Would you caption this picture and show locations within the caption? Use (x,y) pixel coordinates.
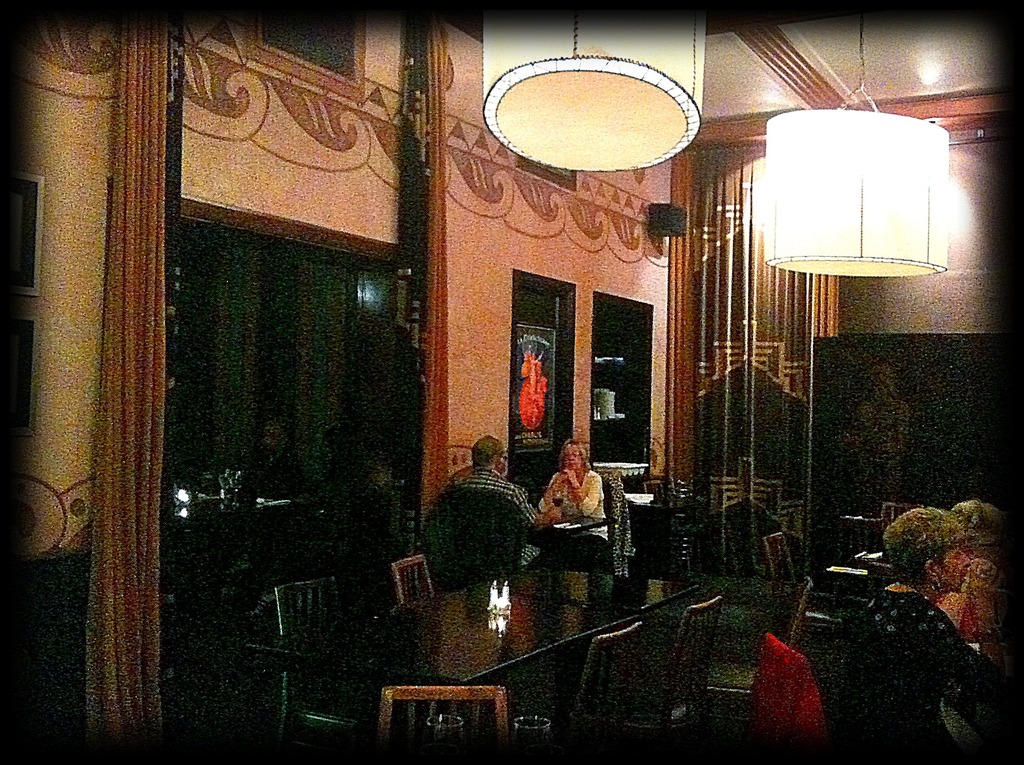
This image is taken in the restaurant (586,570). In this image there is a couple (571,499) sat on the chairs (505,527), in between them there is a table (599,526) and there are few other tables (544,644) and chairs (587,663). On the right side of the image (953,607) there are few people (956,611) sat on their chairs (943,715) in front of the table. In the background (674,354) there are curtains (318,336) and photo frames (529,353) are hanging on the wall (484,348). At the top of the image (759,48) there is a ceiling (740,60) and two lamps (645,80) are hanging.
